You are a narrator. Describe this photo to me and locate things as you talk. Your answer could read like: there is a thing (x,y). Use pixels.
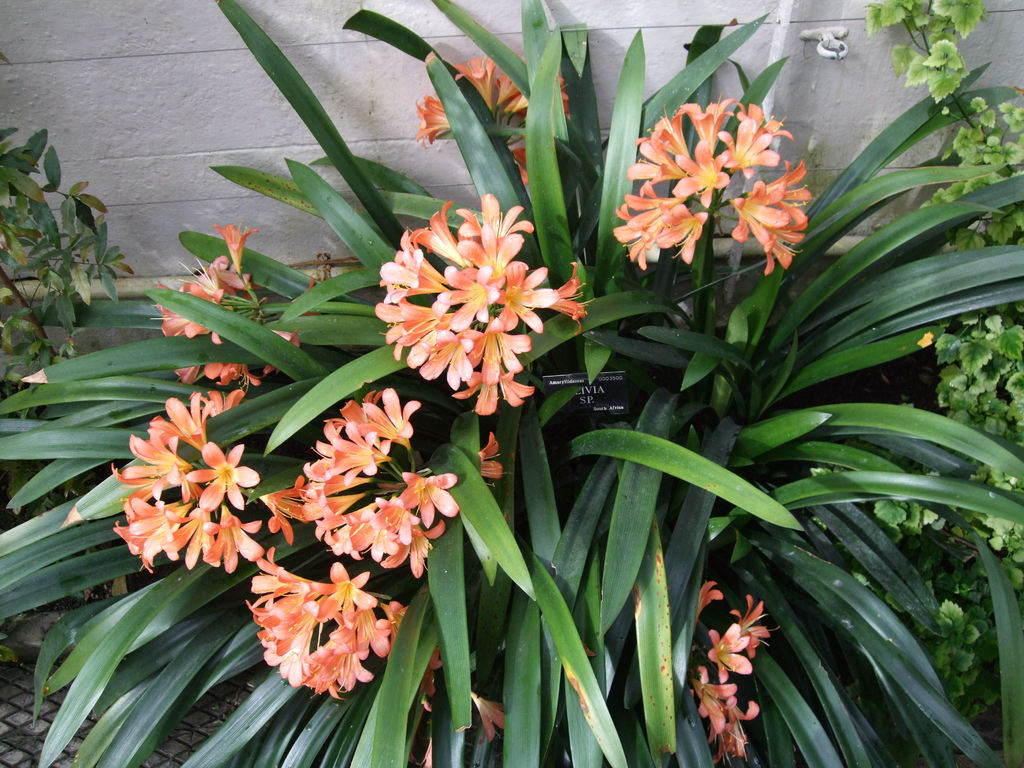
In this picture I can see plants (460,464), flowers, and in the background (297,136) there is a wall (77,131).
